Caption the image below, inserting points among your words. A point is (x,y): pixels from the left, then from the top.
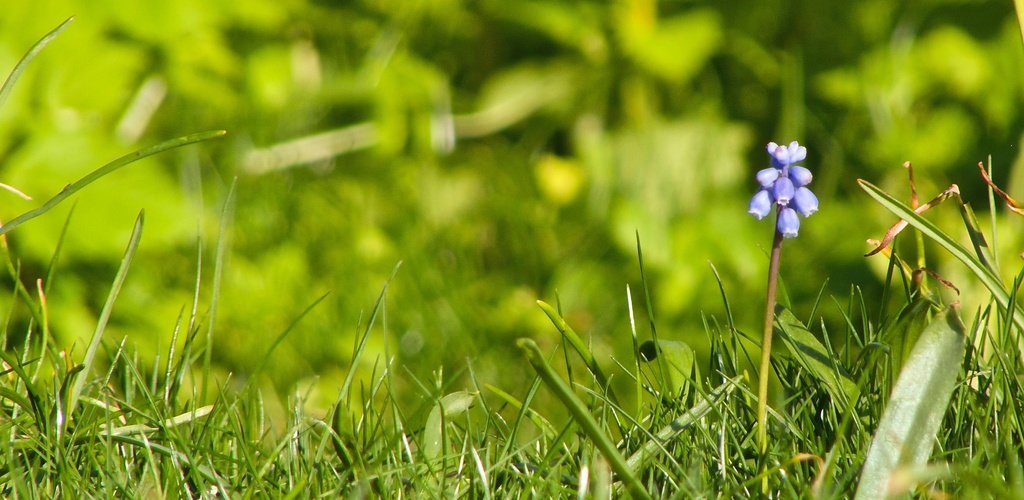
In this image we can see the plants (693,443) with buds (767,169) and blur background (573,132).
